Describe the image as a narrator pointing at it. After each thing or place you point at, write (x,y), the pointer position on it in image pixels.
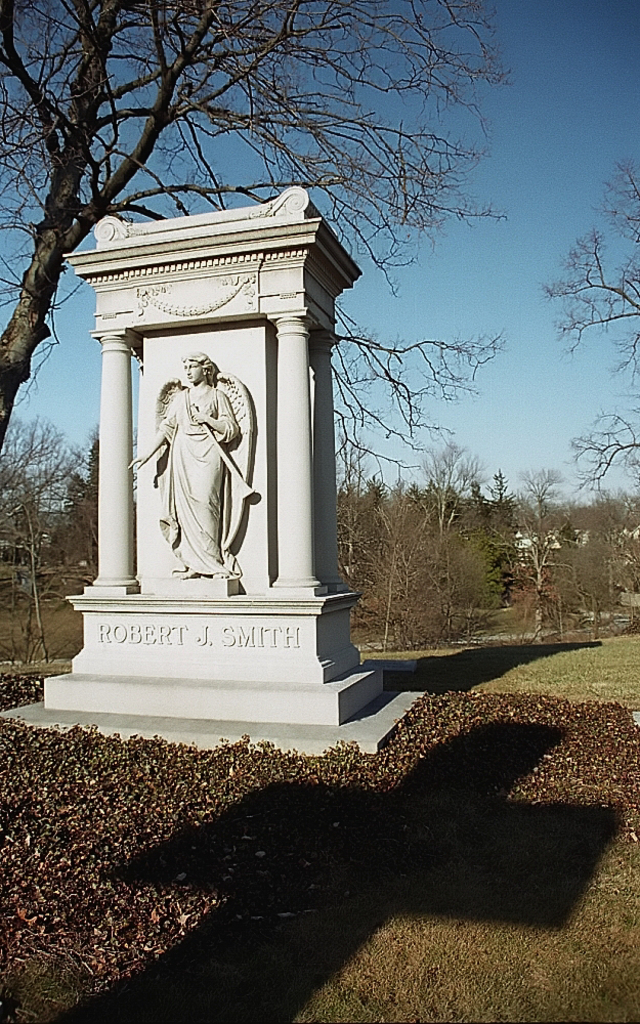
In this image there is a sculpture (198,427) to a wall (243,304). Below the sculpture (214,550) there is text (198,638) on the wall (199,637). Around the sculpture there are small plants (205,825). To the right (539,974) there's grass (609,678) on the ground (639,653). In the background (515,559) there are trees (386,530). At the top (468,234) there is the sky (441,260).
